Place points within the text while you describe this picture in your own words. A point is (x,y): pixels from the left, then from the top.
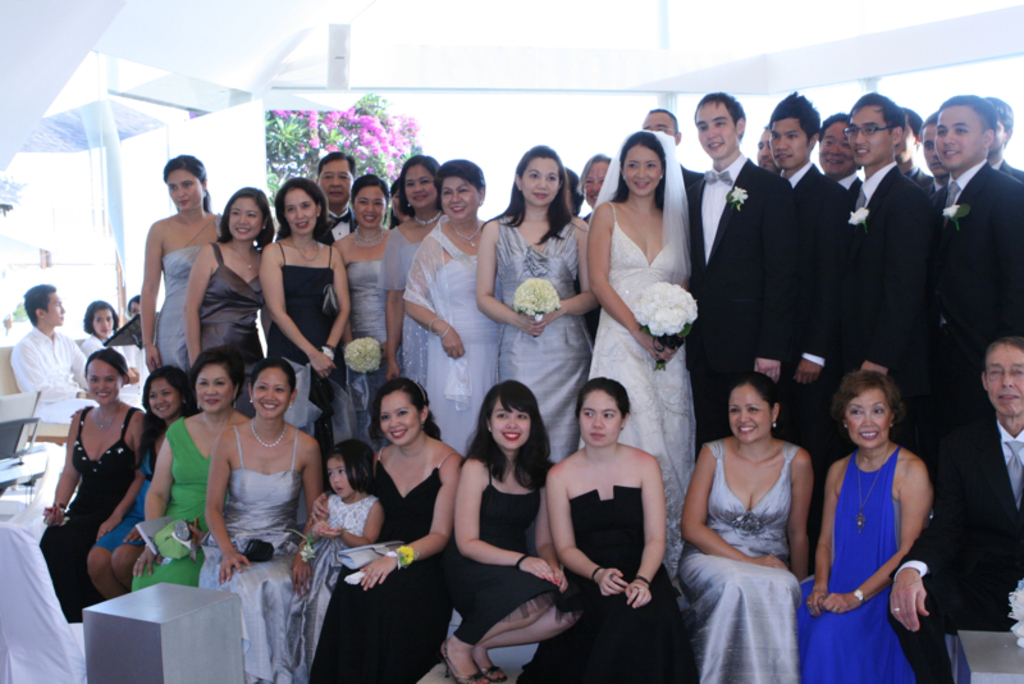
In this picture I can group of people (607,622) are smiling. Among them few people (683,464) are holding bouquets (652,301). In the background of the image (362,132) there is a tree (387,159), people (94,334), chairs (2,362) and tents (87,136). In-front of these people (905,487) there are things (141,650).
